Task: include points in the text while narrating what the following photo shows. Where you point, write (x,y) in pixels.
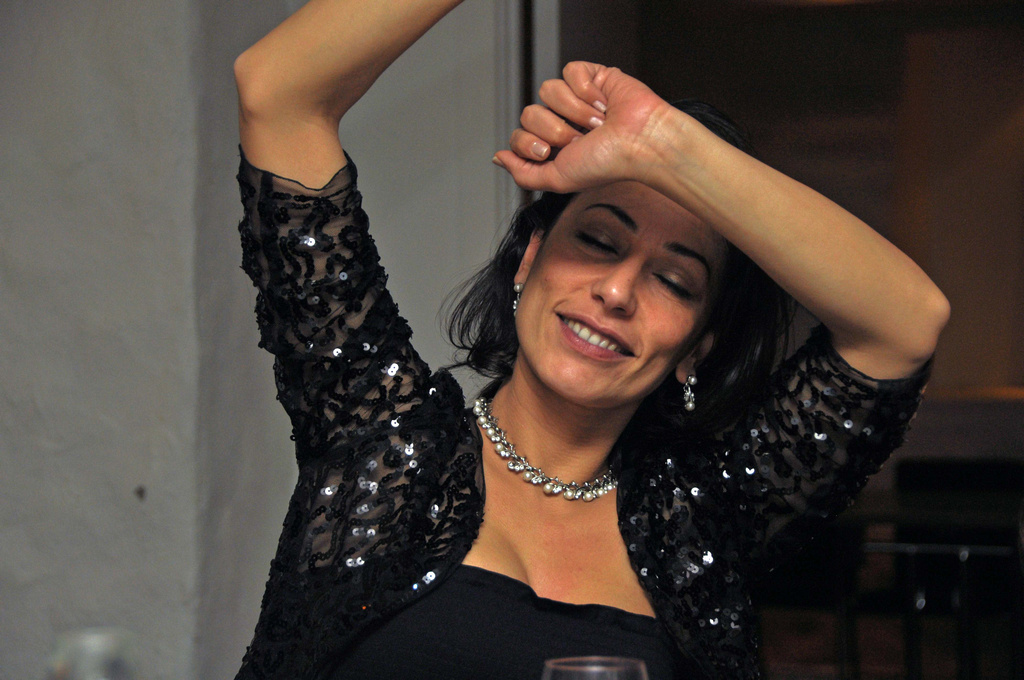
In this image we can see one woman (657,551) in black dress (445,601), smiling and dancing near the wall (154,424). There are two glasses (99,662) at the bottom of the image (110,656), few objects (918,629) in the background (863,647) and the background (959,545) is blurred.
